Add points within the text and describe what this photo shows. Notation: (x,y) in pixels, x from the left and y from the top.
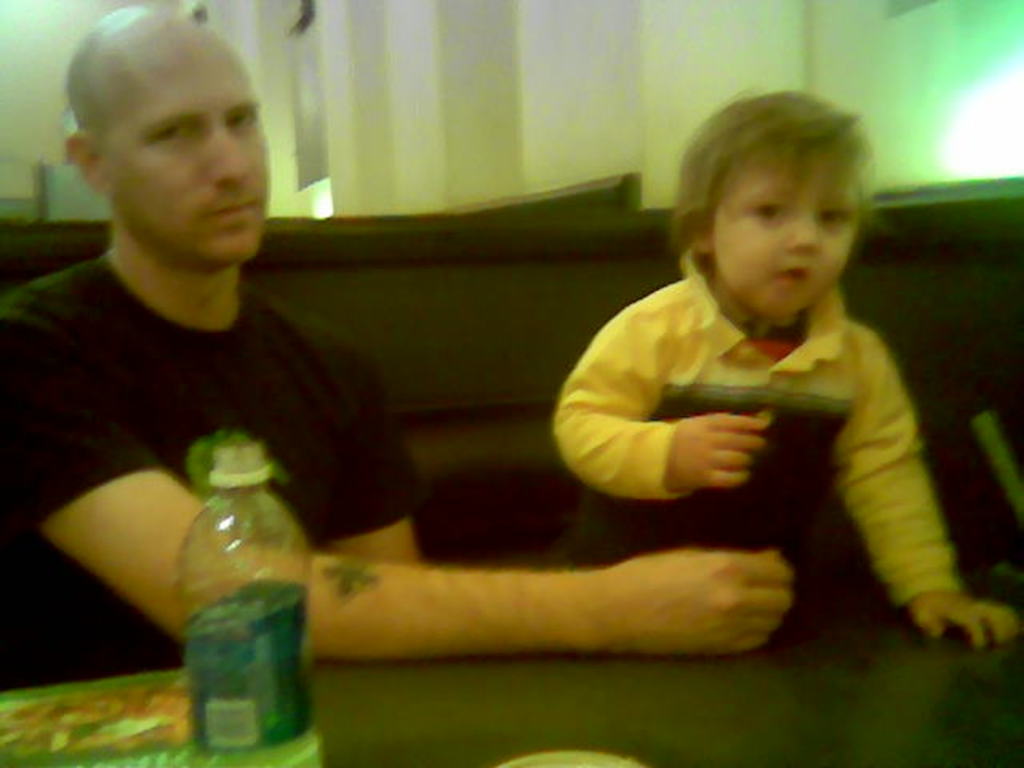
In this image I can see a man (164,313) and a child (676,308). here I can see a water bottle (208,497).
